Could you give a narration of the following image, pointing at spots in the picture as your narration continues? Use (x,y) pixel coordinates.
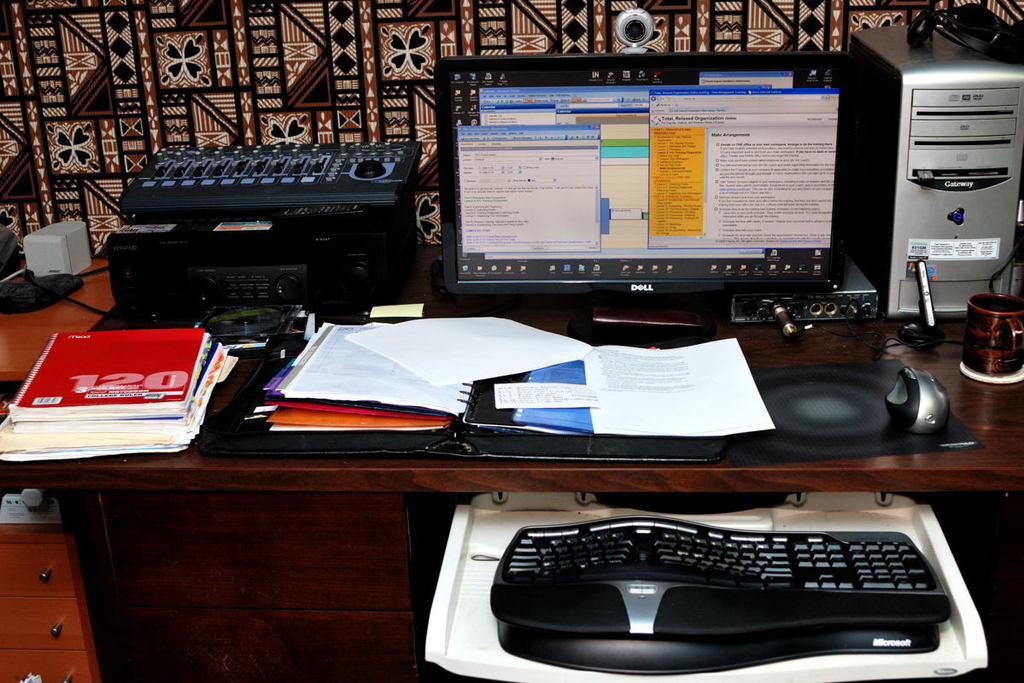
This is a picture taken in a room (728,407), in the room (713,430) this is a table (525,481) on the table (293,517) there are books (104,408), file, paper (617,405), mouse (917,410), cup (1012,327), audio receiver (279,223), monitor (601,257), CPU (963,201) and keyboard (704,559) and a camera (631,46). Behind the monitor (576,192) this is a wall (608,39).
